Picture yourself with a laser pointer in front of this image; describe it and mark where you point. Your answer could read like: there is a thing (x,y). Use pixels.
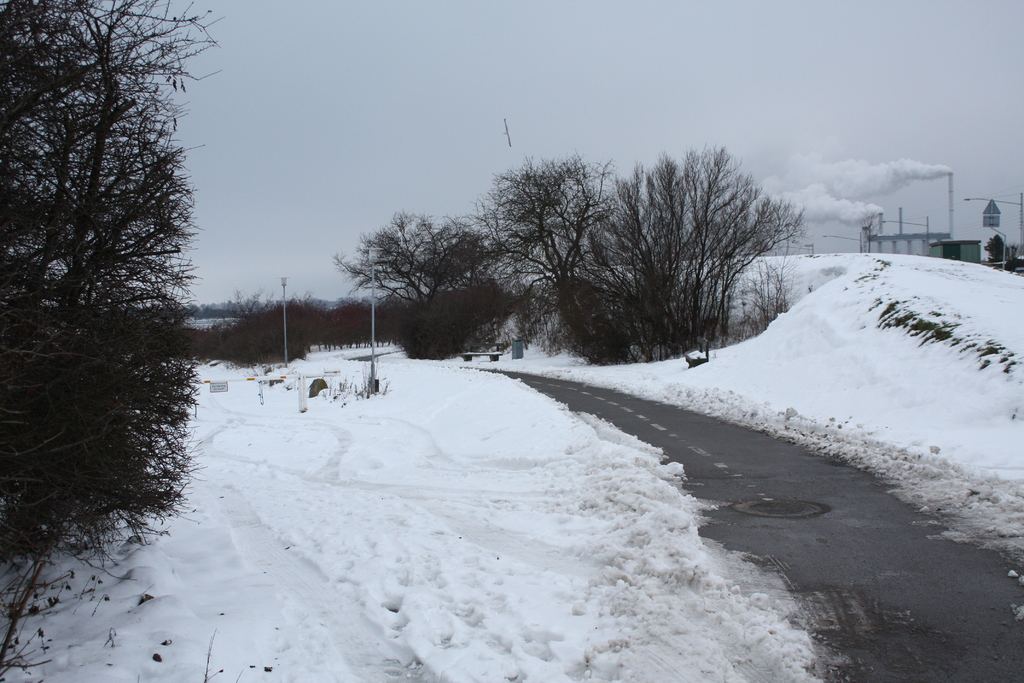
In this image we can see smoke (935,170) from the chimneys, street poles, street lights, roads (685,492), snow (366,530), trees (312,343) and sky (228,168).
